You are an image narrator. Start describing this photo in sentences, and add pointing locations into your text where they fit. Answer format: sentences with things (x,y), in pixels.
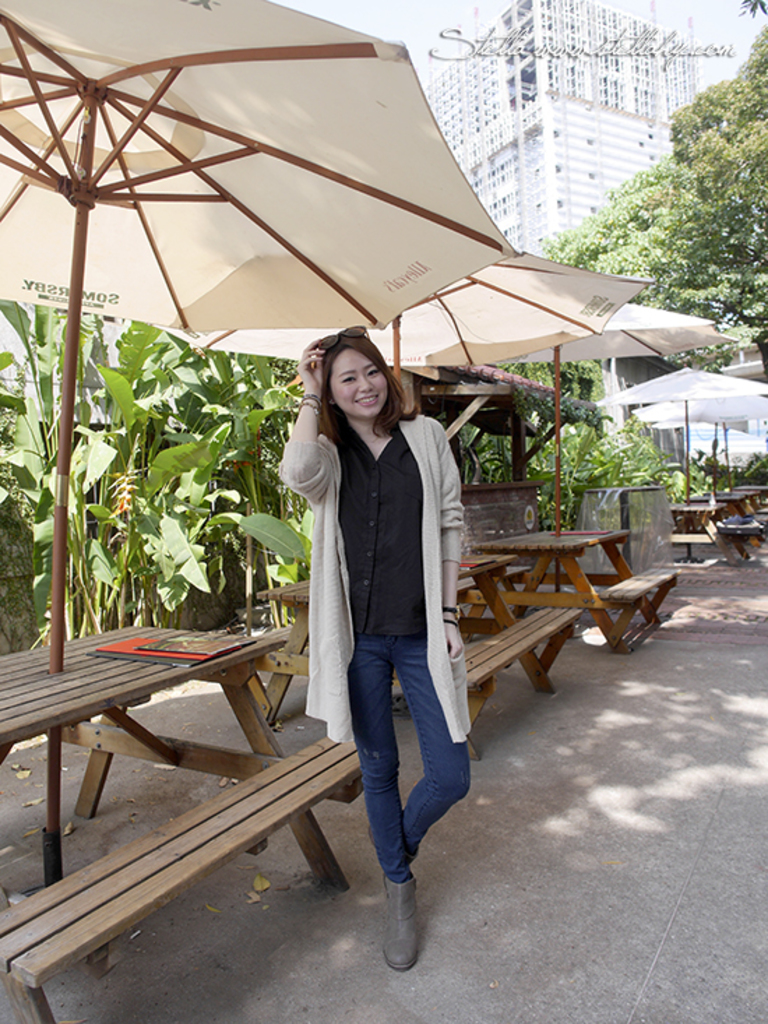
This picture is of outside. In the center (394,393) there is a woman (407,449) wearing black color shirt (405,537), smiling and standing. On the left (171,635) there are tables (82,676) and benches (219,820) and umbrellas (195,178) are attached to the tables (64,662). In the background (626,17) we can see the buildings (618,111), trees (761,57) and the sky (400,7).
